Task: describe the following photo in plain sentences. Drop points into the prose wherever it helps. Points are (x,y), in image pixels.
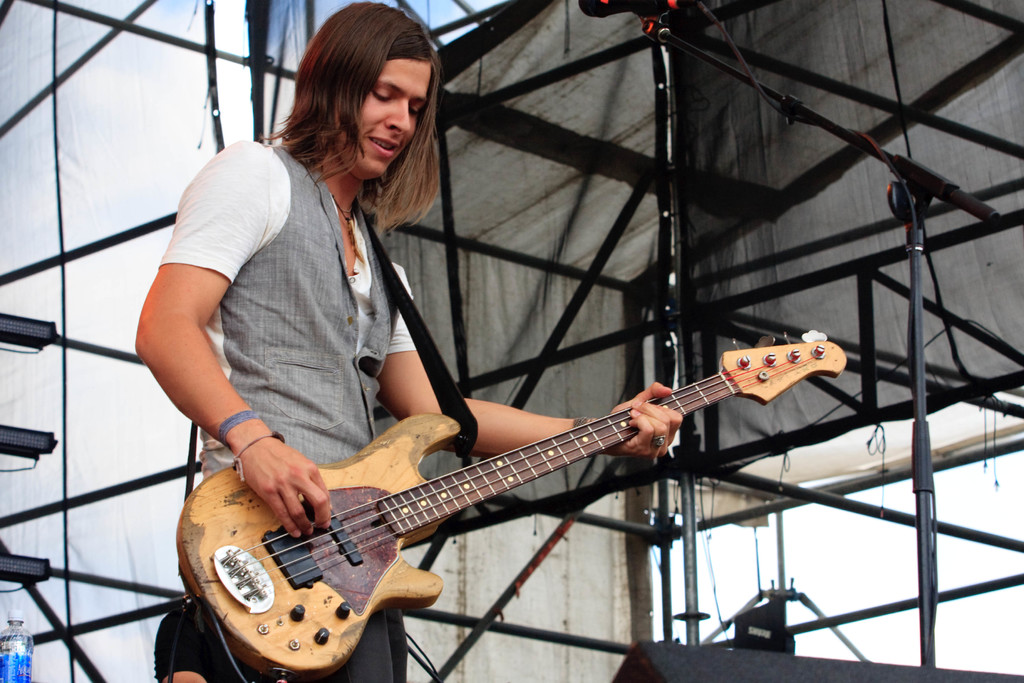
In the picture there is a person (318,244) standing and holding a guitar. In the background (661,276) we can find a stand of iron rods (597,274).
